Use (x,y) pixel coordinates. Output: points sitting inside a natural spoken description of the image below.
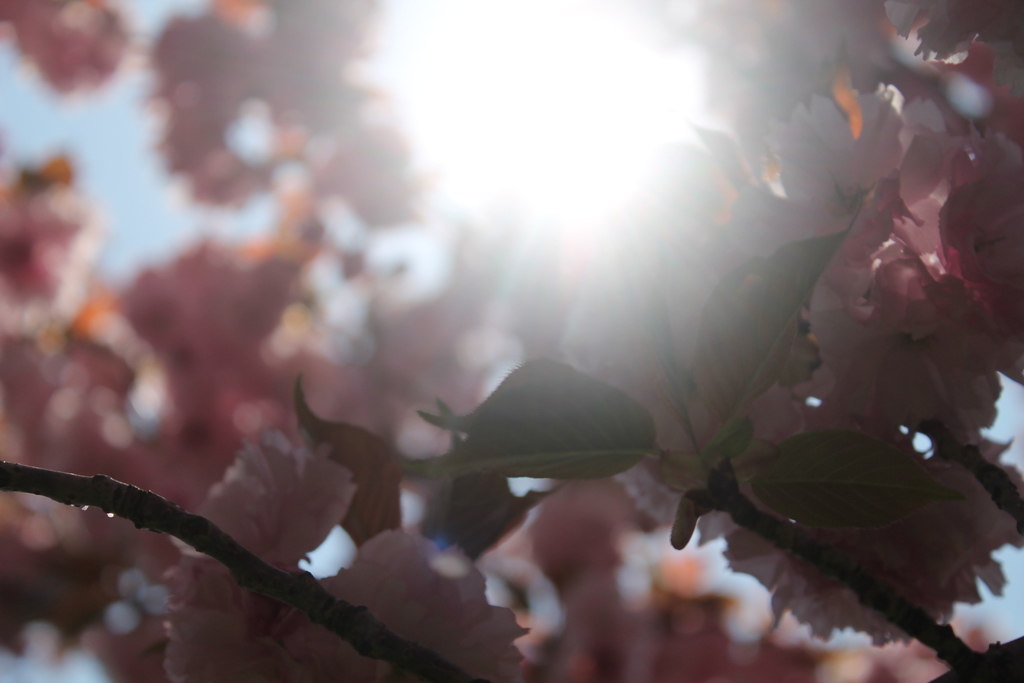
In this picture I can see flowers (212,152) to the tree (646,600) and I can see sunlight (561,111).
